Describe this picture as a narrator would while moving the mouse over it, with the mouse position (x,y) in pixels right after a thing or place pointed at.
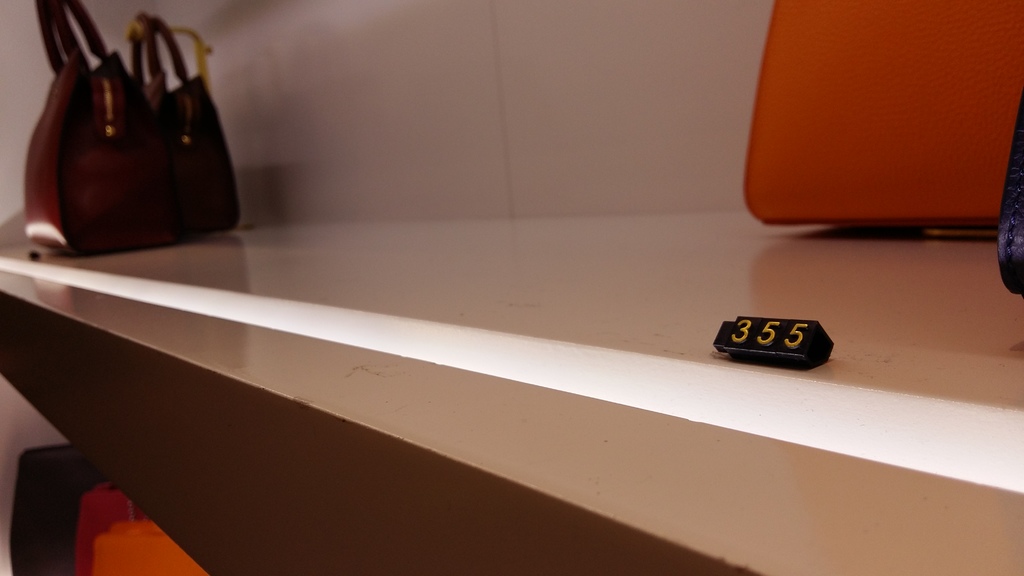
In this picture we can see bag (107,195), number board (761,326).
